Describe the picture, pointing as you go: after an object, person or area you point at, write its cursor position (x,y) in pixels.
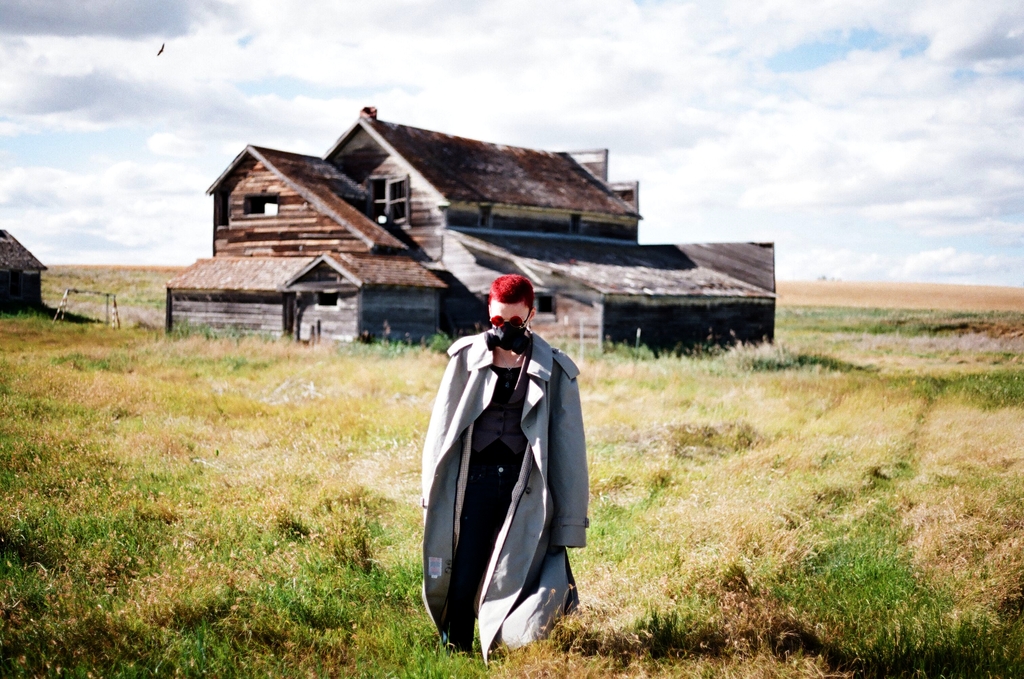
In this image in front (450,439) there is a person (482,420). At the bottom of the image (766,507) there is grass (805,452) on the surface (805,452). In the background of the image (638,285) there are buildings (552,170) and sky (638,77).
